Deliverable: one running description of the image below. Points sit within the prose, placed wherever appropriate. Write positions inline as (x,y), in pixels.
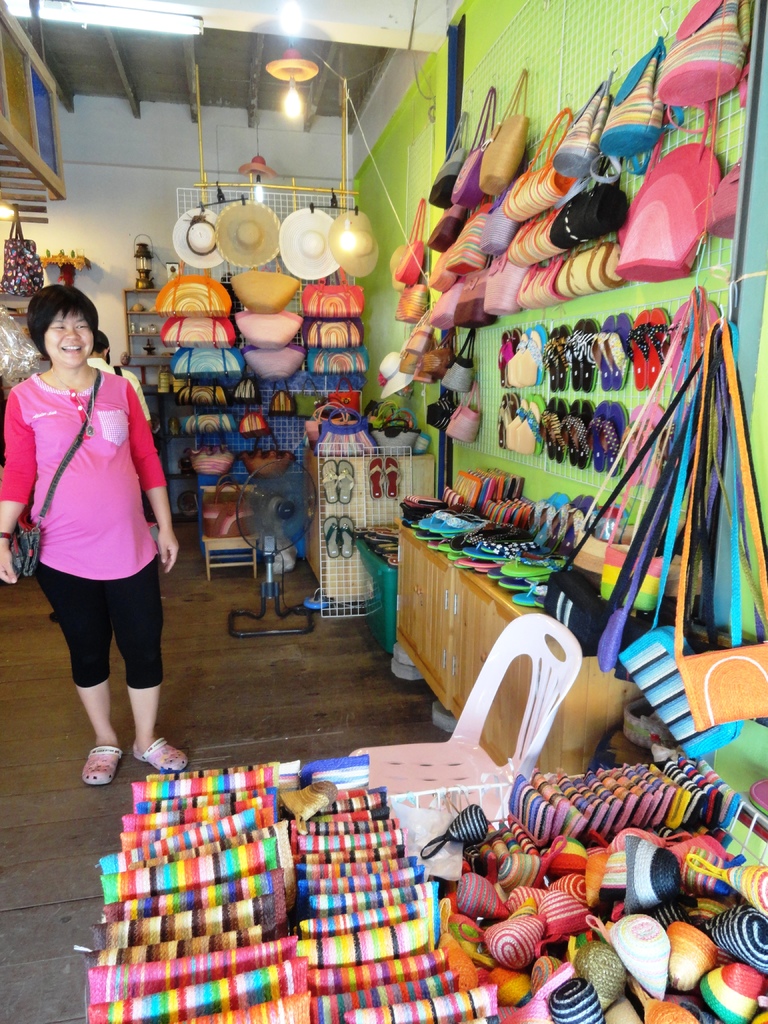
In this image, we can see a person (90,638). We can see the ground (347,714). We can also see a chair (569,642) and a table fan (266,527). We can see the wall (678,3) with some objects (621,153) like bags (591,167) and a few pairs of footwear (607,378). We can also see a table (460,614) with some objects (423,501) on it. We can see some hats (248,263) hanging. We can also see an object (40,209) on the left (13,32). We can see the roof (207,11) with some lights (288,72). We can also see some objects (373,805) at the bottom (436,813).
